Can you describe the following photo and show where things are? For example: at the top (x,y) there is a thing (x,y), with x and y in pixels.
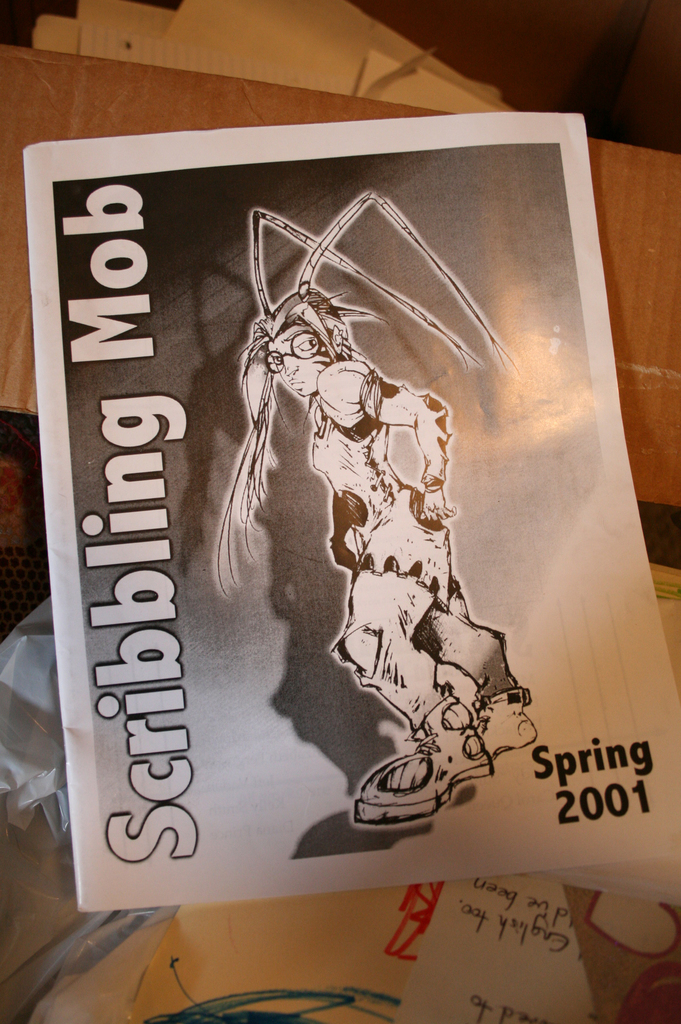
In this image there are papers (244,604) and a cardboard (152,84) on the table (526,46).
